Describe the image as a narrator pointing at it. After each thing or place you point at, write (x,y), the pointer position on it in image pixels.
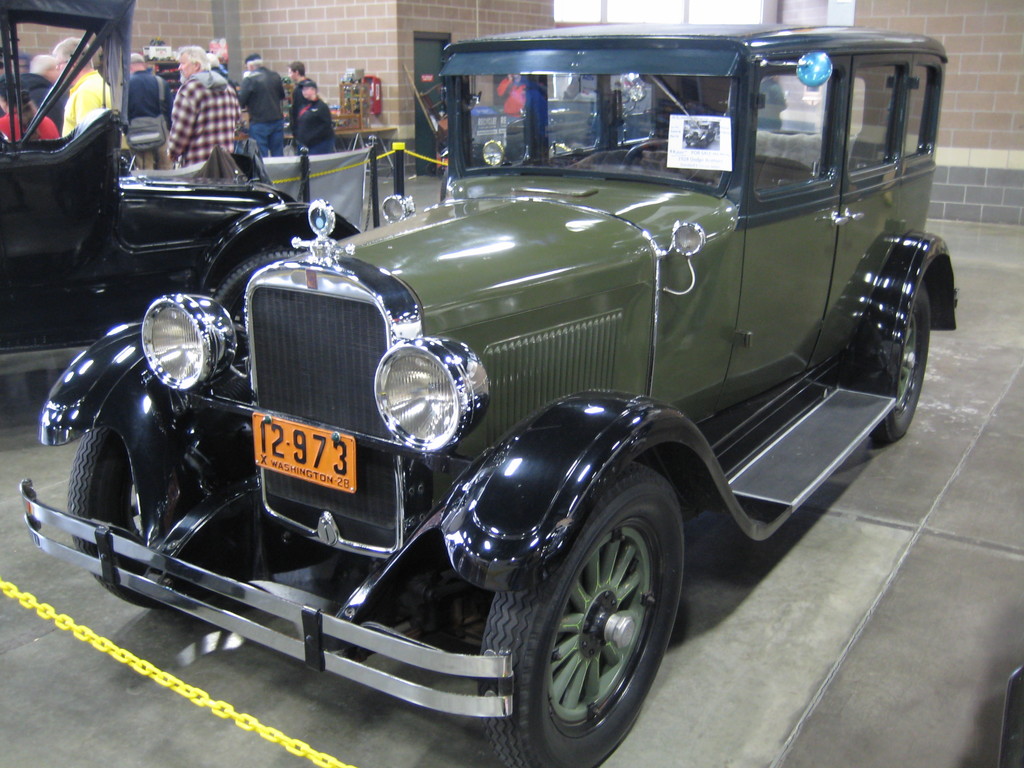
In this image we can see group of vehicles (381,349) parked on the ground (213,666). In the foreground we can see a chain (321,763). In the background (404,174), we can see a group of people (304,107) standing on floor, poles (377,157) with ropes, some object (360,121) placed on the table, building (347,45) and a door (438,59).
